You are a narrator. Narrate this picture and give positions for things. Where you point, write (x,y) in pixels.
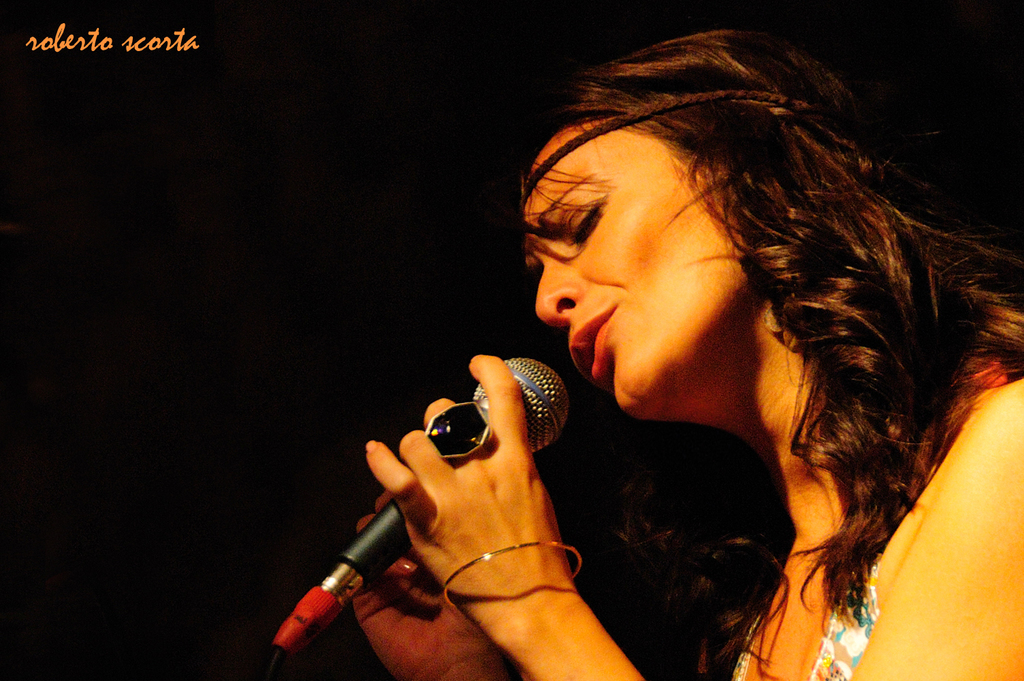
There is a woman (873,398) holding a mic (380,516) in her hand (457,461) and singing in front of it and there is something written in the left top corner (101,38).
